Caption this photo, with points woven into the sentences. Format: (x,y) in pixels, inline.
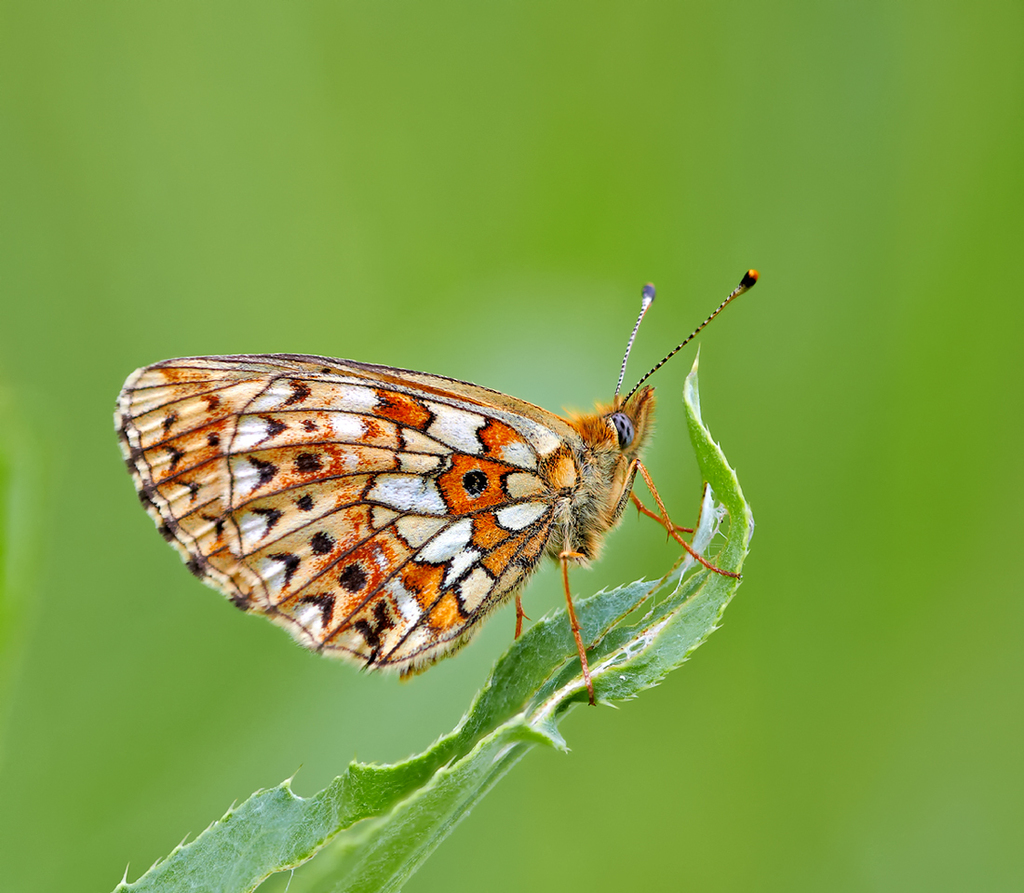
As we can see in the image in the front (417,847) there is a leaf (447,769). On leaf (389,835) there is a butterfly (408,452) and the background (198,318) is blurred.
